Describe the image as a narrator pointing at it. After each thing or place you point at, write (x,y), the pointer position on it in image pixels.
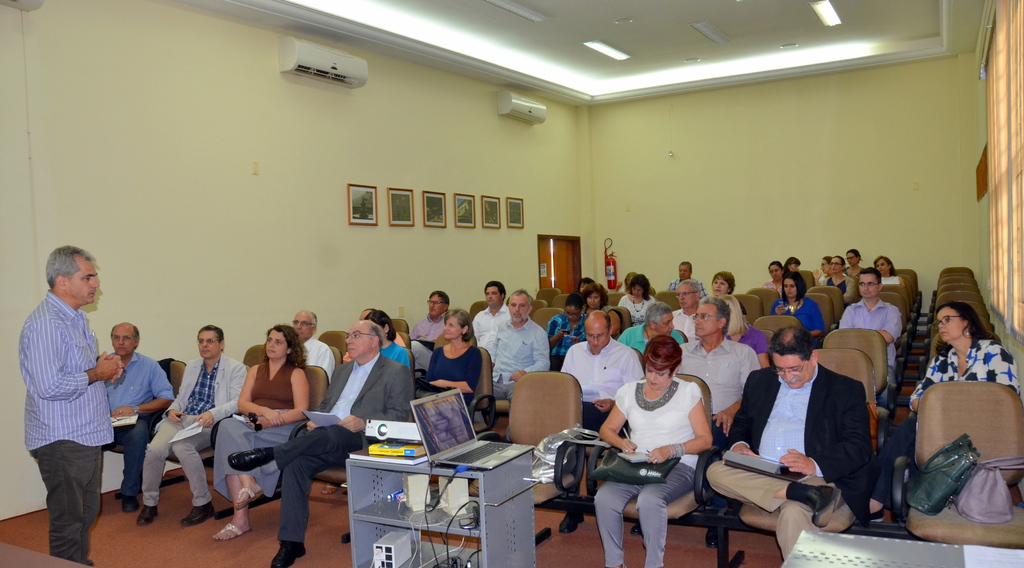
In this image I see number of people (827,407) in which this man (56,300) is standing and rest of them are sitting on chairs (873,364) and I see a laptop (476,434) and a projector (400,423) over here on this thing (364,483) and I see 2 bags (950,474) on this chair (990,435). In the background (284,43) I see the wall (280,130) on which there are photo frames (398,214), a fire extinguisher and air conditioners (518,103) and I see the lights (686,80) on the ceiling (620,64).
